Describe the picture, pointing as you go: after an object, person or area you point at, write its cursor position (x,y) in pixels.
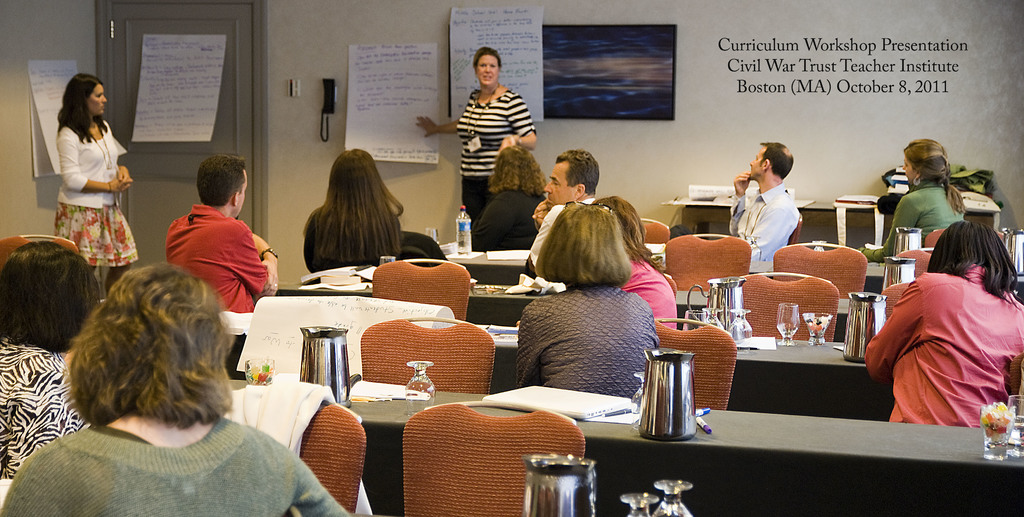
There are group of people (488,215) sitting in chairs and listening to a lecture. The lady (471,185) wearing black and white shirt (504,117) is giving a lecture and there is a chart (400,87) behind her with something written on it and the person (94,162) wearing white dress (78,165) is standing in the left corner (76,184).
